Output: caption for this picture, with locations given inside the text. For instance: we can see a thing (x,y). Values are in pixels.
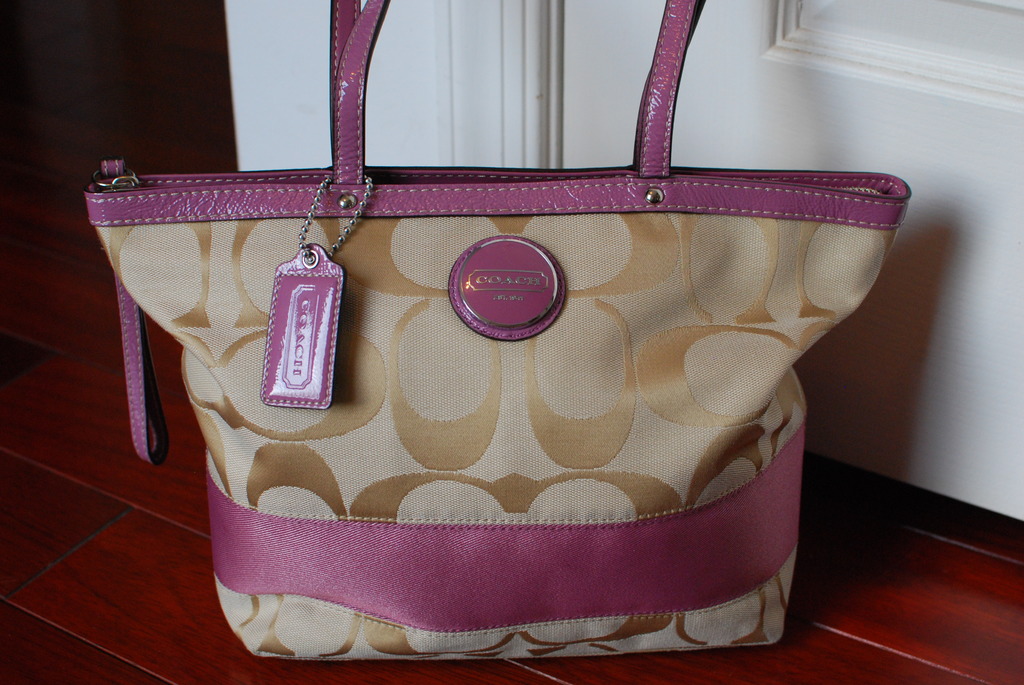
This picture shows a bag (424,551) which is in pink and biscuit color, placed on the floor (125,591). In the background (925,354) there is a door (727,88).
